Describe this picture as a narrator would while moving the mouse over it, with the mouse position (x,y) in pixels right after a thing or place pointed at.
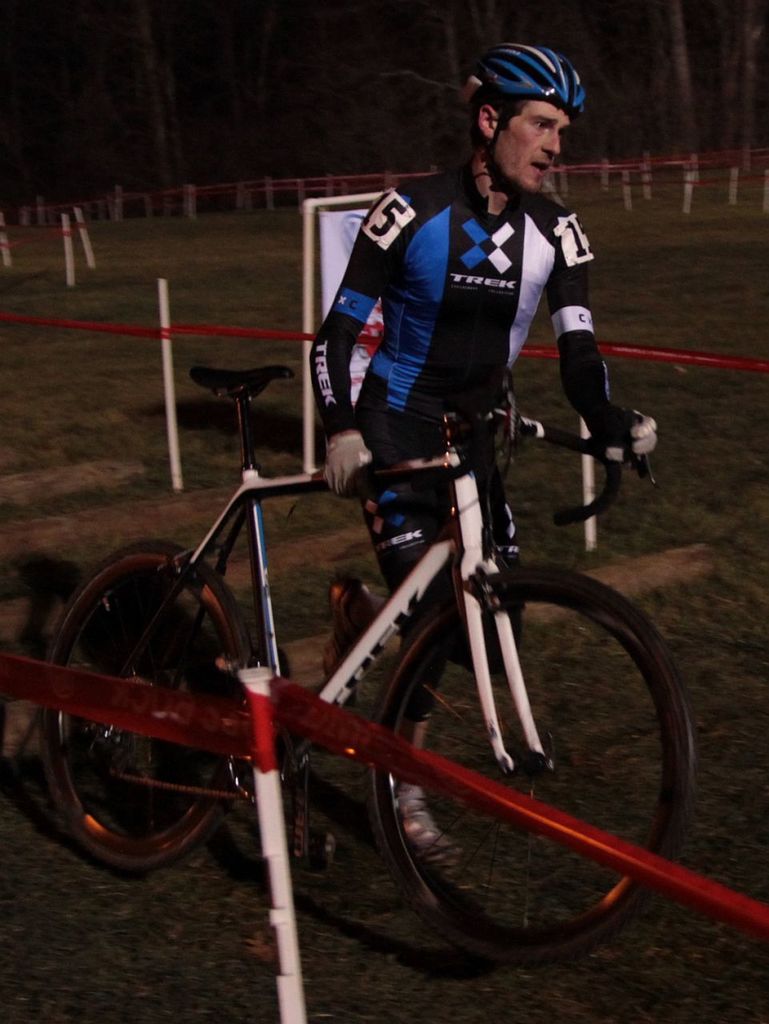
This image consists of a man (428,424) wearing sports dress (415,383) and a helmet (514,81). He is holding a cycle (413,687). And there is a fencing (288,685) with ribbons (105,699) beside him. At the bottom (583,972), there is green grass (595,961) on the ground (696,496). In the background (338,80), there are trees (702,44).
